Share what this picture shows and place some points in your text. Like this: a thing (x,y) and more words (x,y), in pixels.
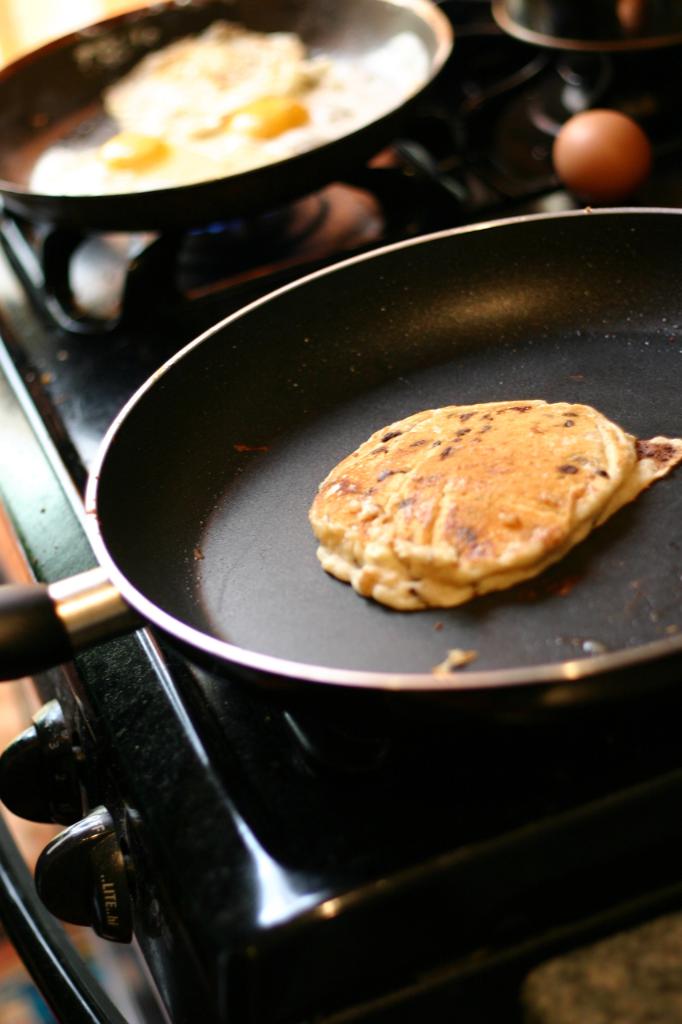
In this picture, there is a stove (192,239) in the center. On the stove (217,257), there are two pans (201,206) with food (349,485). On the top right (592,157), there is an egg (592,157).
